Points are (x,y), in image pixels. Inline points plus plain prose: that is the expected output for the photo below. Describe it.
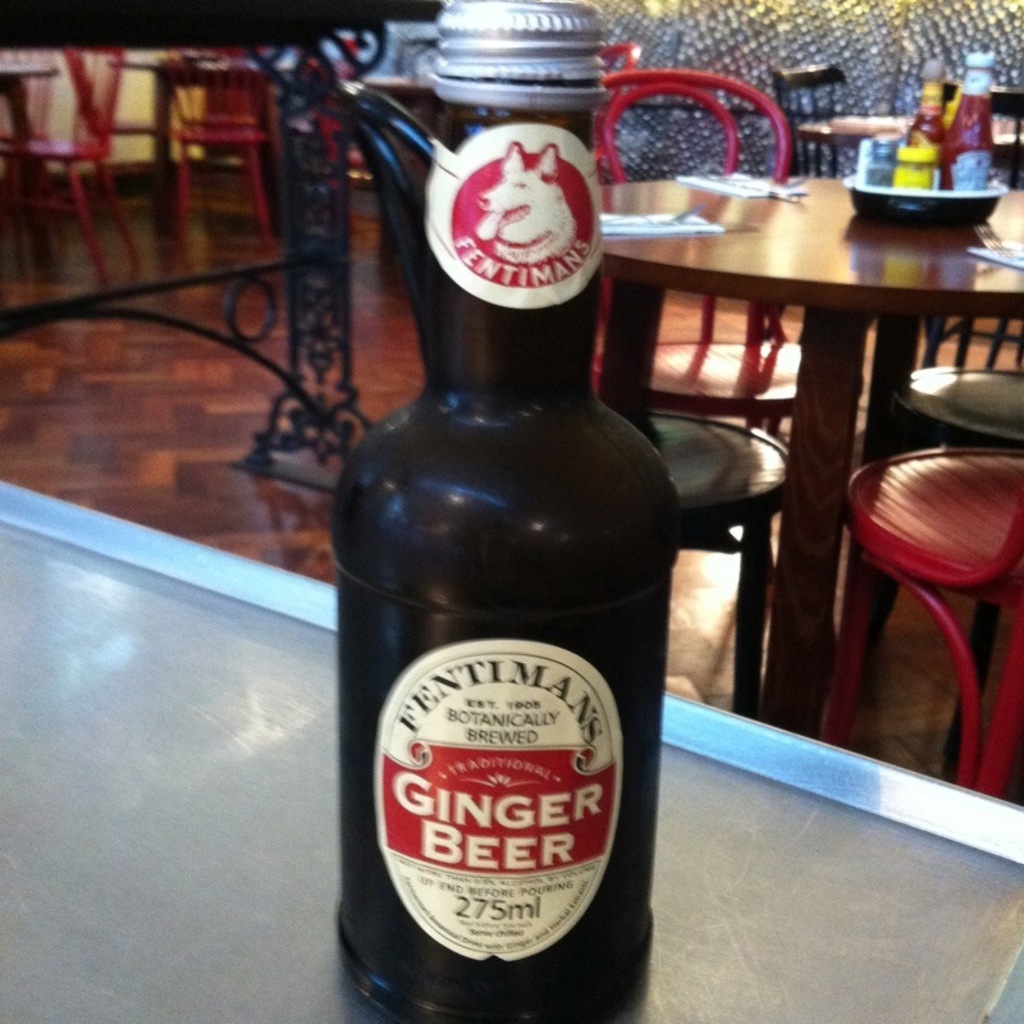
there is a bottle (516,559) on the table (317,796).
